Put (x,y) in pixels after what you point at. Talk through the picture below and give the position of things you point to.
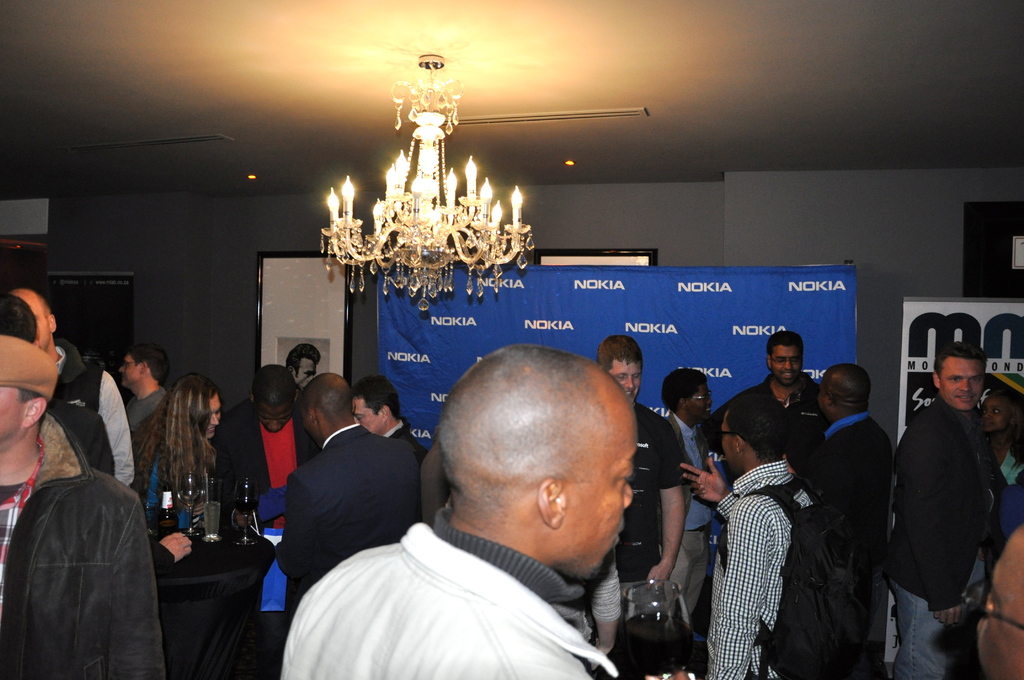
In this picture I can see few people (465,561) standing and I can see a bottle (162,525) and few glasses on the table (242,564) and I can see a chandelier light (425,159) to the ceiling (459,111) and couple of photo frames (628,261) on the wall (616,224) and an advertisement board (904,389) with some text (984,334) on it and I can see a banner (728,369) on the back (754,301) with some text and few people (684,592) holding glasses (653,633) in their hands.
